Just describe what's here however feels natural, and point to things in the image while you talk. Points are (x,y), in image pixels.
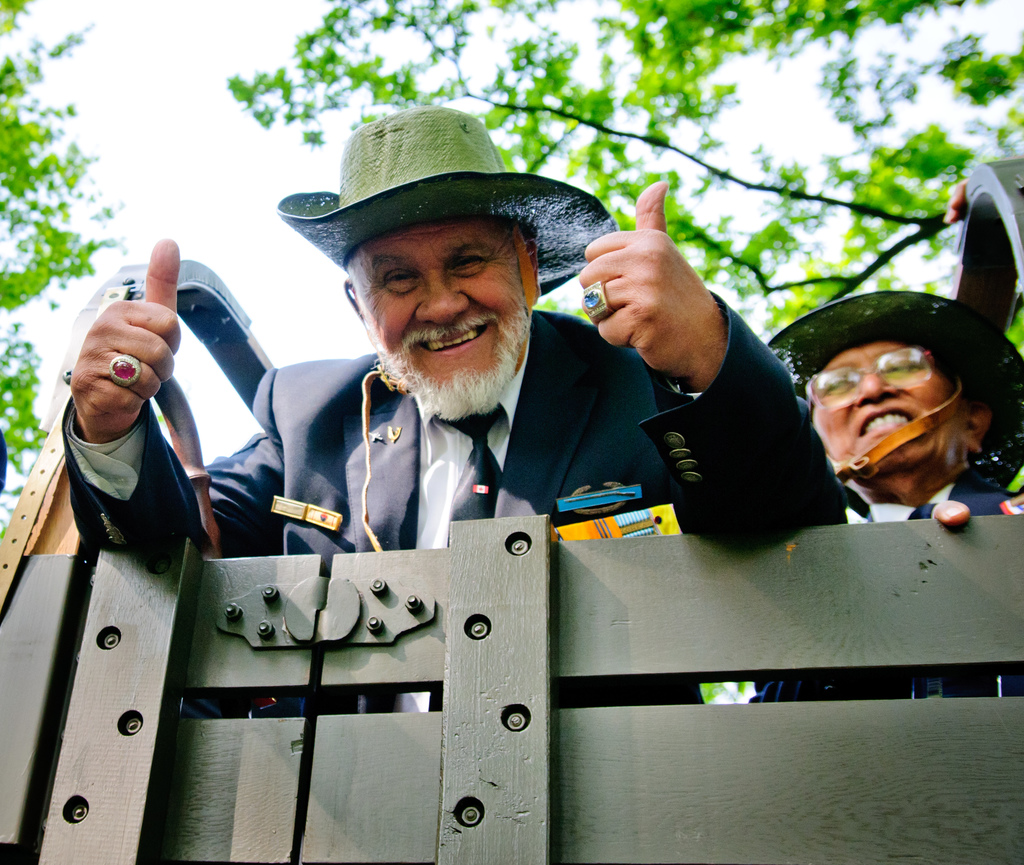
This image is taken outdoors. At the top of the image (178,152) there is the sky (189,213). In the background (827,169) there are a few trees (66,210) with leaves (51,216), stems (909,221) and branches (932,220). At the bottom of the image (412,712) there is a cart (66,663). In the middle of the image (493,414) there are two old men (574,404) in the cart (863,540) and they are with smiling faces (446,338).
